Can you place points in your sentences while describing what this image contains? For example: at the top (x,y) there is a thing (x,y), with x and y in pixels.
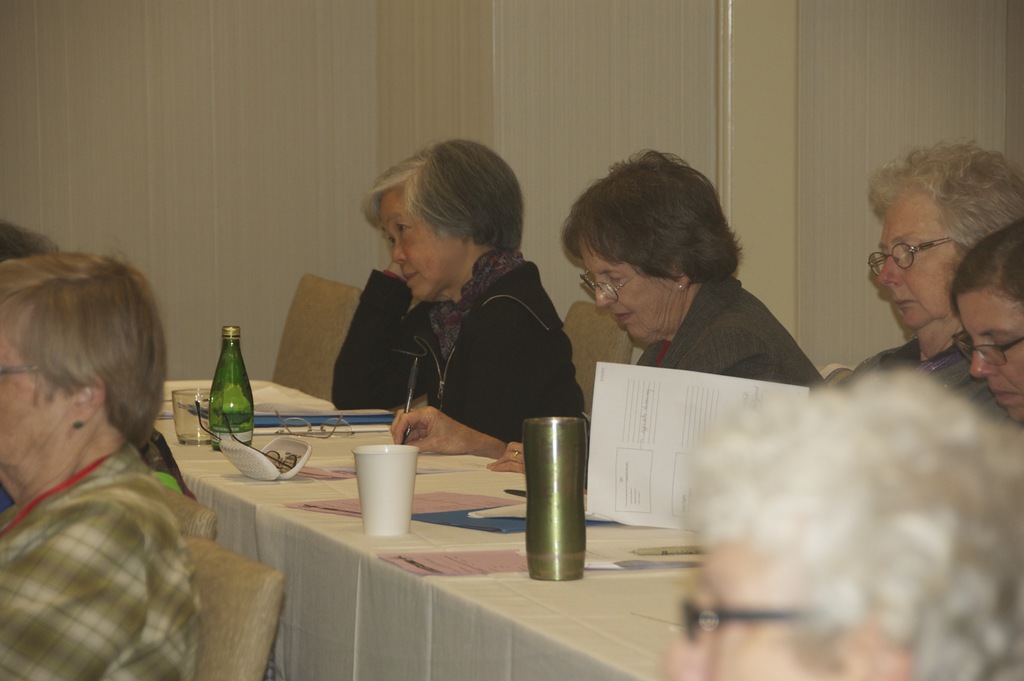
There are group of women (725,348) sitting in chairs (620,357) and there is a table (428,478) in front of them, The table (463,486) consists of paper (468,501), spectacles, mug (560,442) and bottle (239,370) and there are few people (80,360) in front of them.
